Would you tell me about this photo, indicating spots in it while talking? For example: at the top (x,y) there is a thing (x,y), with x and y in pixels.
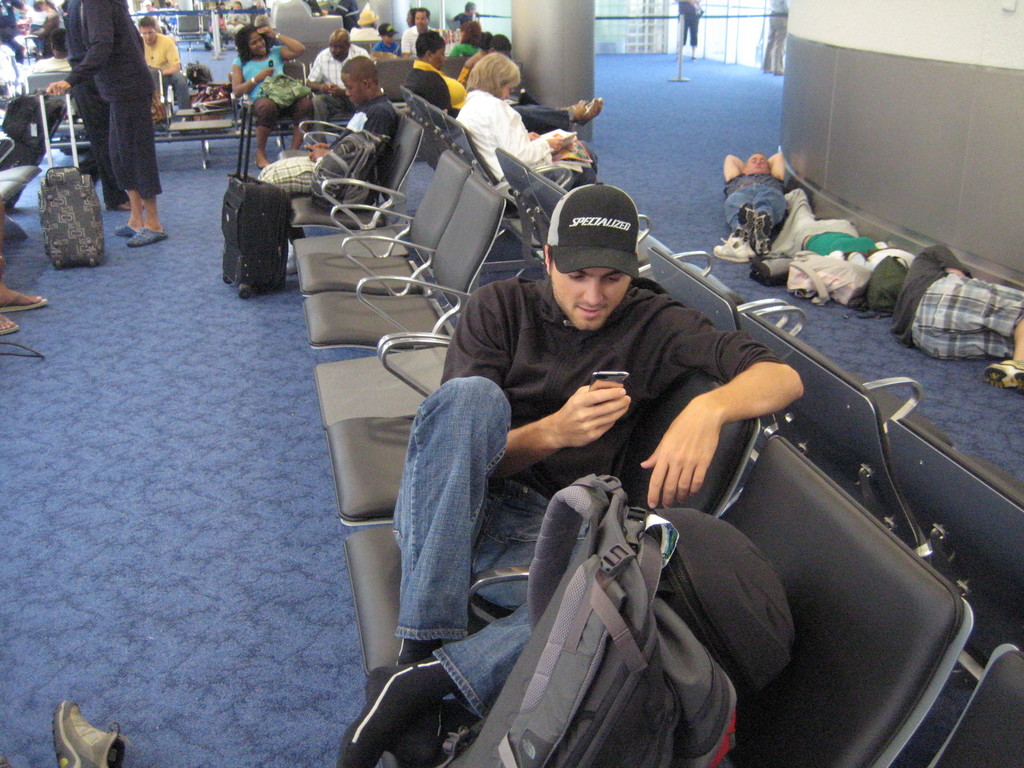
In this image we can see a man (570,460) holding a mobile phone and sitting on the chair (513,572). There are bags (568,562) in front of him. In the background (363,80) we can see people (380,110) sitting, standing and lying on the ground (701,155).
